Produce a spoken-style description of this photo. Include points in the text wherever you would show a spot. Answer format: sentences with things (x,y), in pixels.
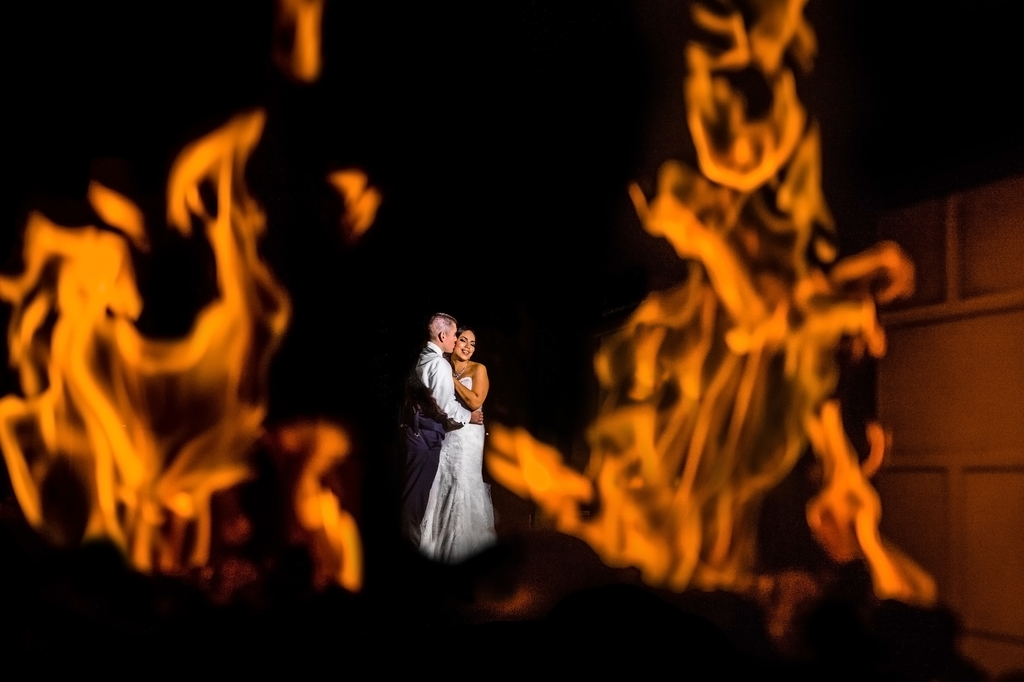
This is an edited image. In front of the picture, we see the fire flames (644,550). In the middle of the picture (420,362), we see the man (453,402) and the woman (456,382) are standing. They are hugging each other. On the right side (954,503), we see a wall (934,346). In the background (519,224), it is black in color.
